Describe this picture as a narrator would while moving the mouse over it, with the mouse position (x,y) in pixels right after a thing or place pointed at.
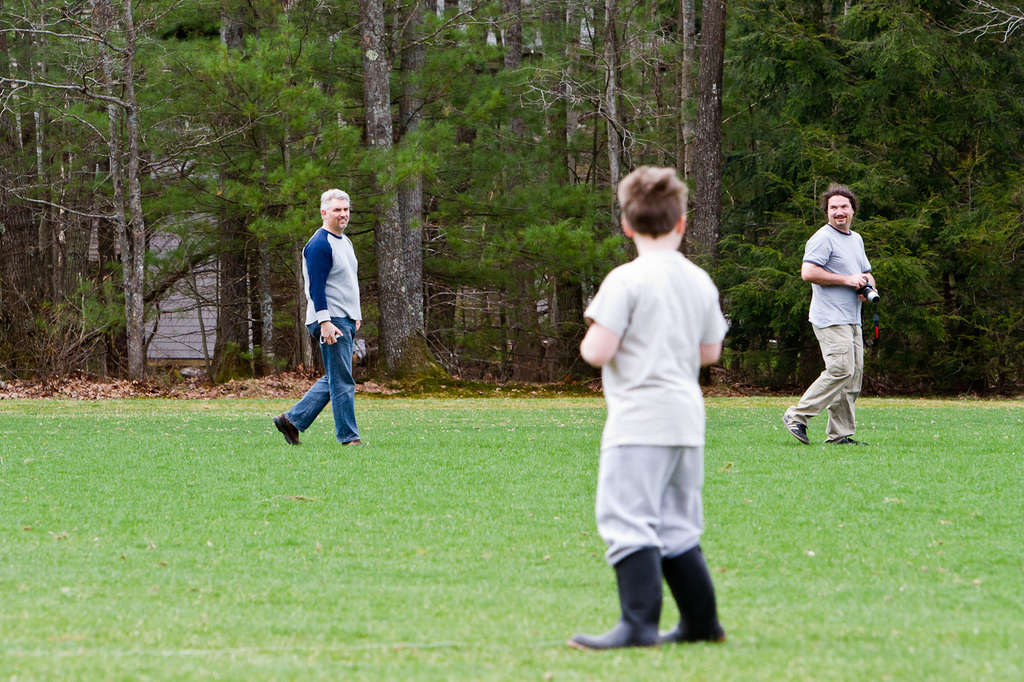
In the background (118,366) we can see the trees (733,330). In this picture we can see the men (858,267) are holding objects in their hands (867,281). We can see a boy (697,523) standing. At the bottom portion of the picture (772,600) we can see the green grass (313,554).
